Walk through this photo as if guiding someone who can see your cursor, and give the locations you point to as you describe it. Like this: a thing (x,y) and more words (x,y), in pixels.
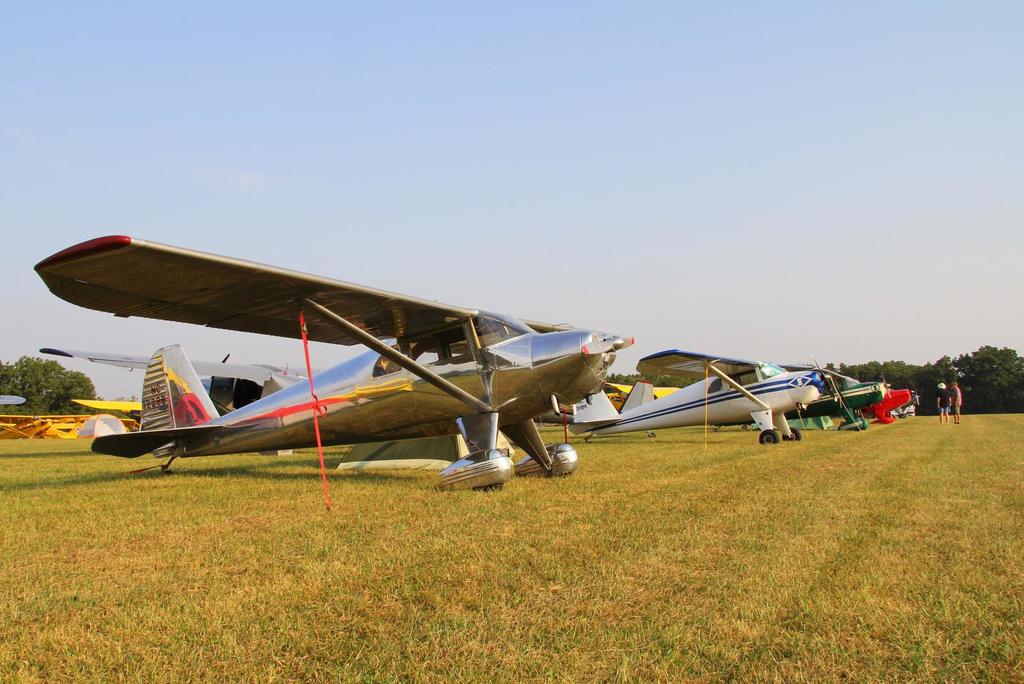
There are many aircraft (714,392) on the grass (671,533). In the back (75,393) there are trees (918,383) and some people (939,394) are there. In the background (822,160) there is sky (607,128).
